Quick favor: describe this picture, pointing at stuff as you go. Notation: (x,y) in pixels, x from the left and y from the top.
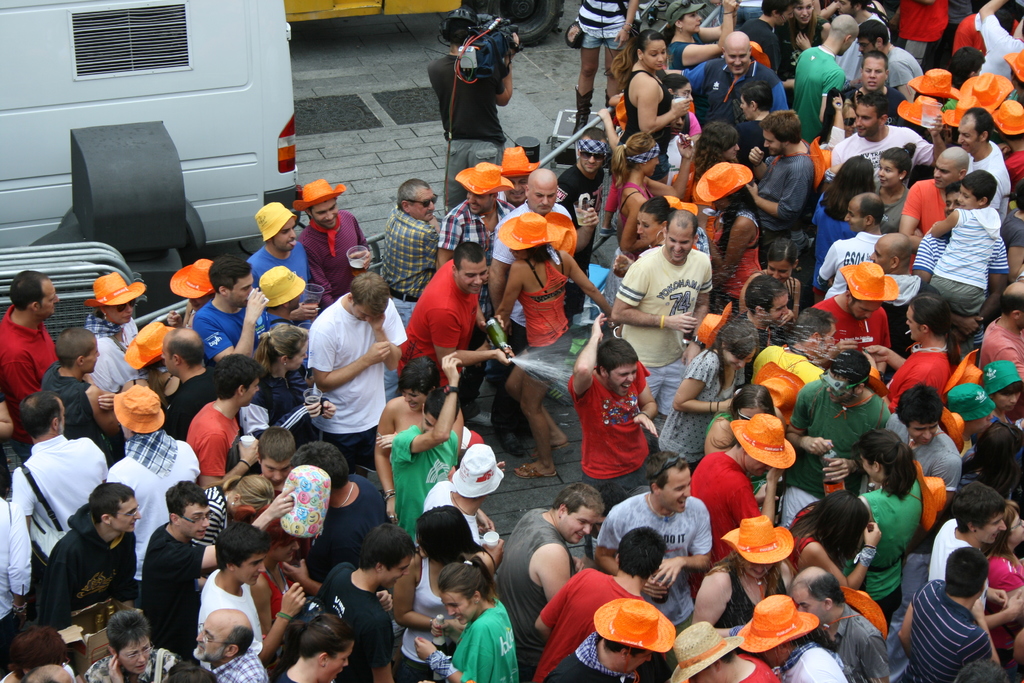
In this image I can see group of people (452,397) among them some are holding objects (506,332) in hands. Some are wearing yellow and orange color hats (760,378). Here I can see a vehicle (252,115) and other objects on the ground (359,100).
